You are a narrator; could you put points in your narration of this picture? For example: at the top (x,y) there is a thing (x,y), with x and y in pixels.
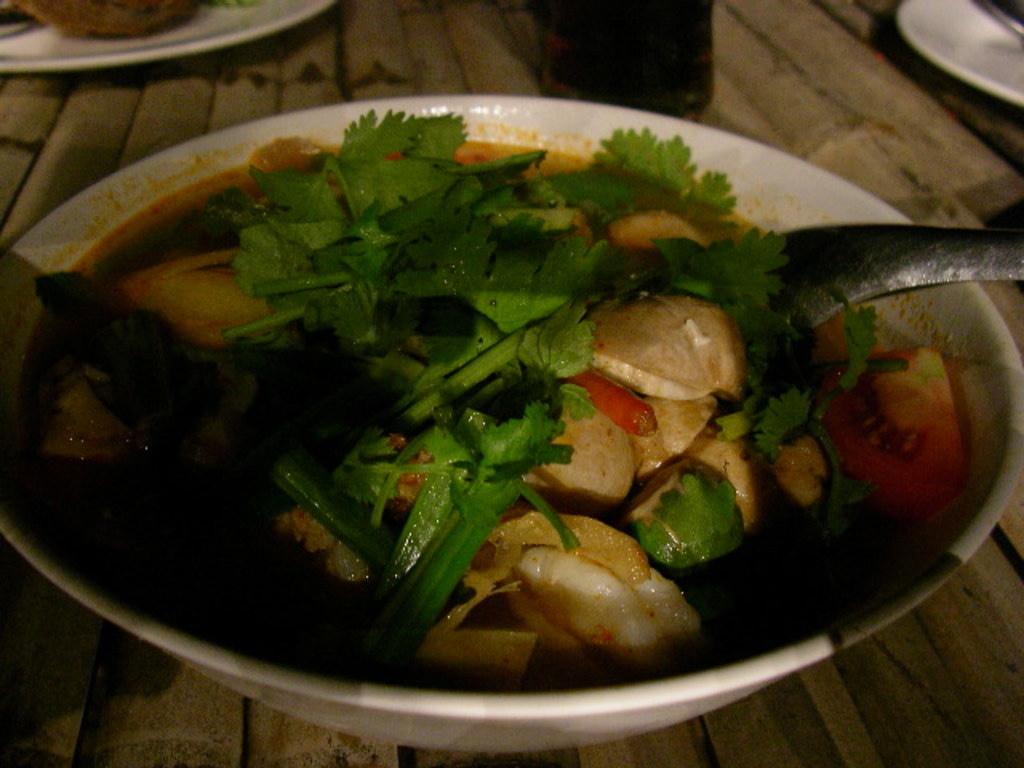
In this image at the bottom (961,606) there is one table (156,660), on the table (928,615) there is one bowl (952,538). In that bowl (958,556) there are some food items (732,393) and one spoon (854,285) and in the background (908,33) there are some plates (932,24).
